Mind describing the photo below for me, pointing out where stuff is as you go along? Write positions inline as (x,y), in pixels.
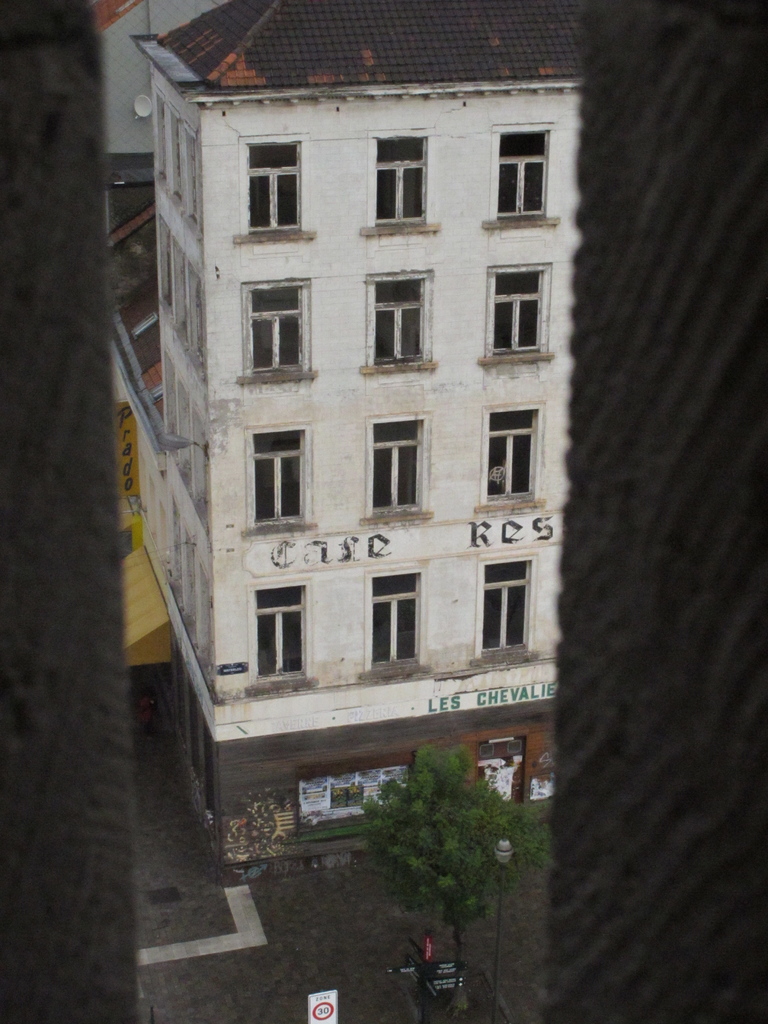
This image is taken outdoors. In the middle of the image (424,475) there is a building (294,193) with walls (329,370), windows (298,363), doors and a roof (227,64). There are a few boards (132,473) with text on them. There is a text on the wall (359,429). There is a tree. There is a signboard (311,993) and there is a road (174,921).
